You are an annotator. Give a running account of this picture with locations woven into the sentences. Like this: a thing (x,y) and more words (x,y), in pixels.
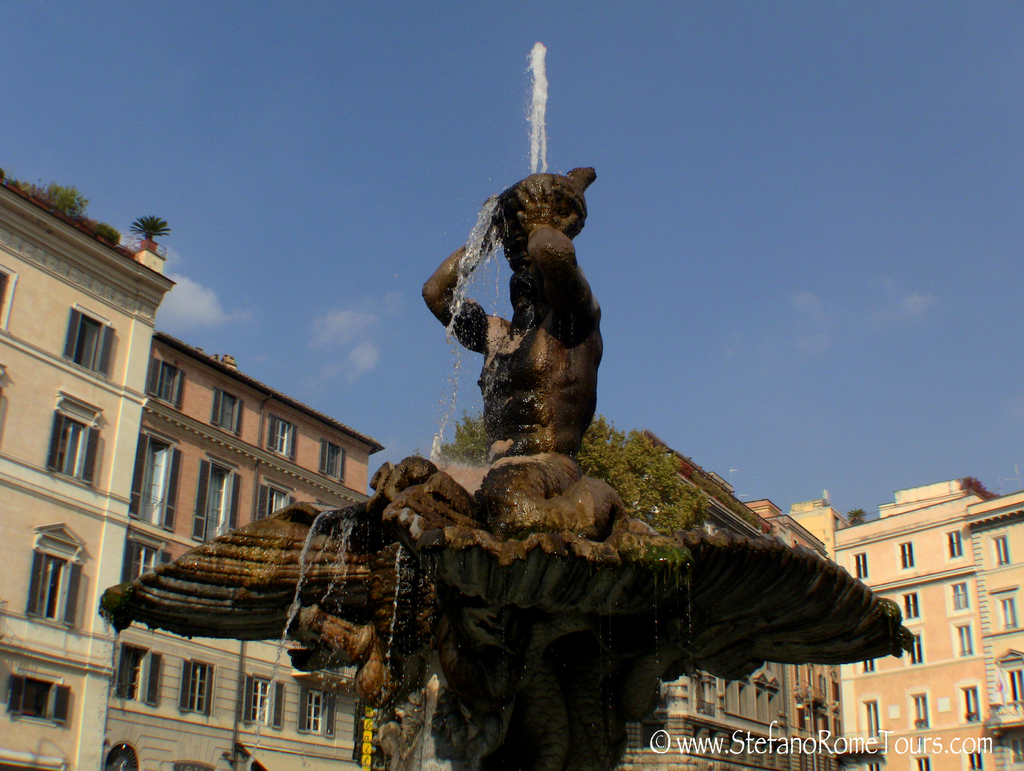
In this image I can see a fountain (548,404) in brown and black color. Back I can see few buildings (288,453), windows (95,318) and green plants (154,231). The sky (599,193) is in blue and white color.
